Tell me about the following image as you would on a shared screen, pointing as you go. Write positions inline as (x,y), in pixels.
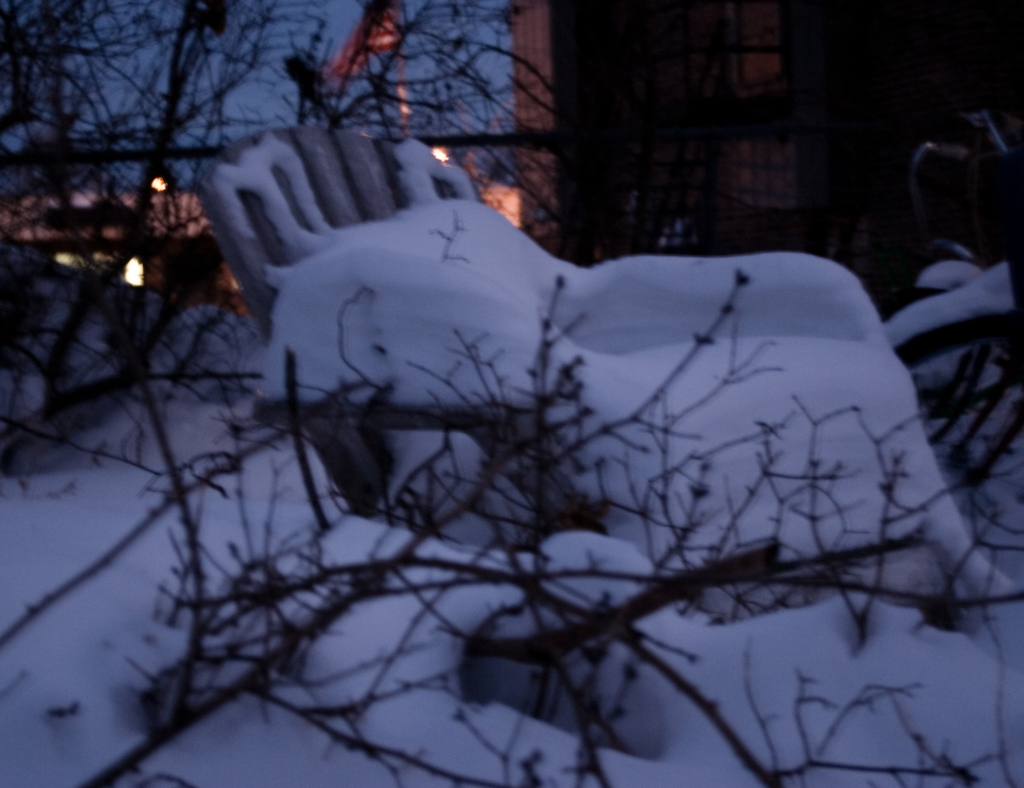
This picture shows couple of buildings (188,206) and we see a chair (438,206) and trees (9,80) and we see snow (373,319) and few lights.
